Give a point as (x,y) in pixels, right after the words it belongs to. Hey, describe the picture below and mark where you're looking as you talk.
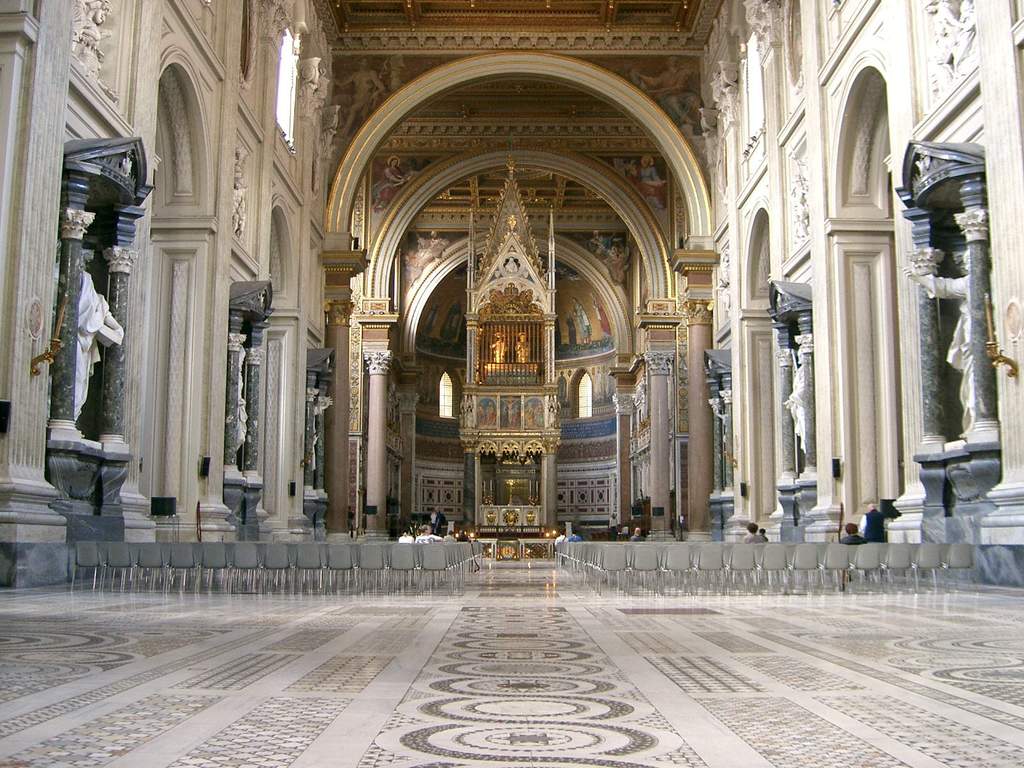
This is inside a building (687,471). In this building (143,588) there are chairs (444,580), pillars (629,420), arches (689,224), statues (801,415). Also there are sculptures (801,215).
